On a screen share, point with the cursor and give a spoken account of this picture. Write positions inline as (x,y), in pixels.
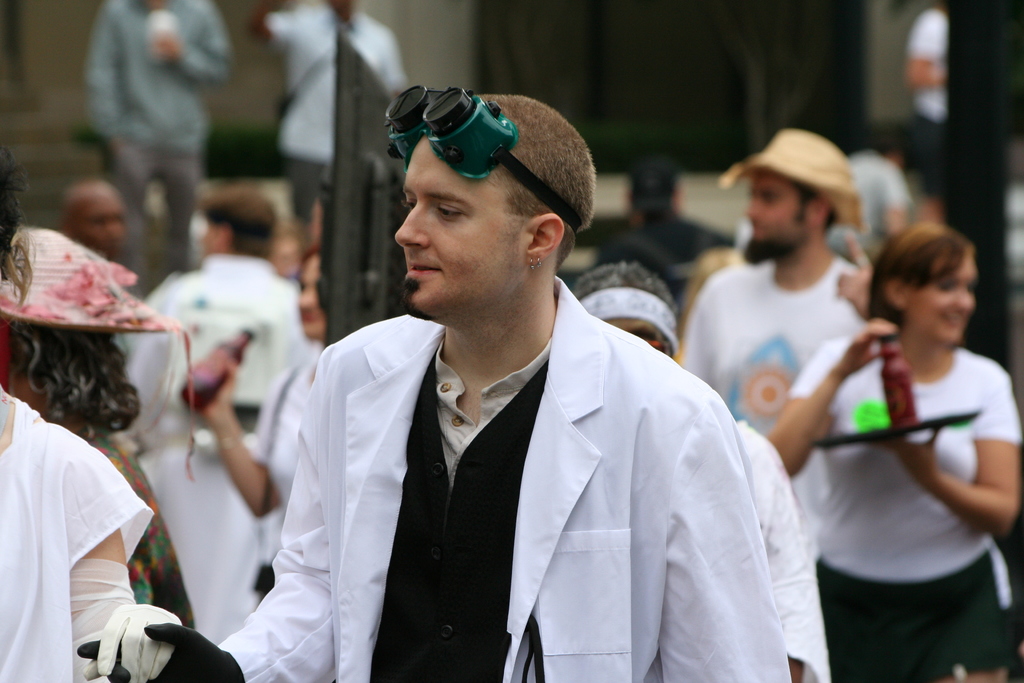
This picture shows few people (650,247) standing and few of them (774,187) wore hats (788,154) on their heads (757,195) and couple of them (873,445) carrying bottles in their hands (904,441) and we see man (513,210) wore goggles (467,170) on his head (479,224) and couple of them (125,549) wore gloves (125,645) to their hands (183,665) and we see a building (83,98).
